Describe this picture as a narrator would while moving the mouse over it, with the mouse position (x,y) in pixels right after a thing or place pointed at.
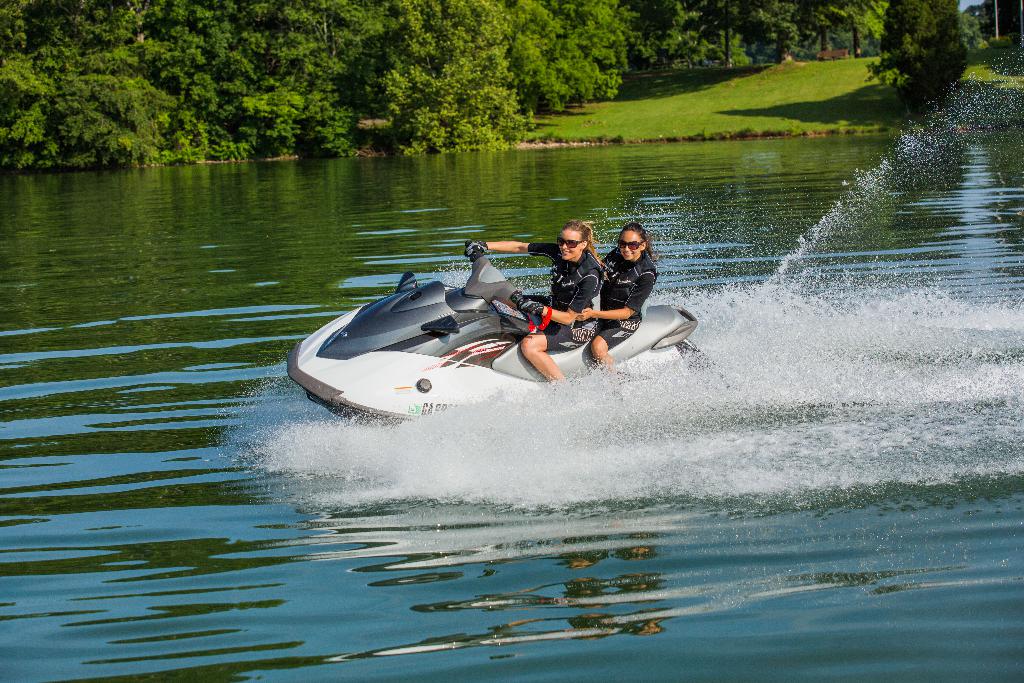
In this image we can see two women (603,305) are doing jet ski (346,401). Background (186,69) trees (514,77) are there and the land (715,90) is full of grass (726,90).
